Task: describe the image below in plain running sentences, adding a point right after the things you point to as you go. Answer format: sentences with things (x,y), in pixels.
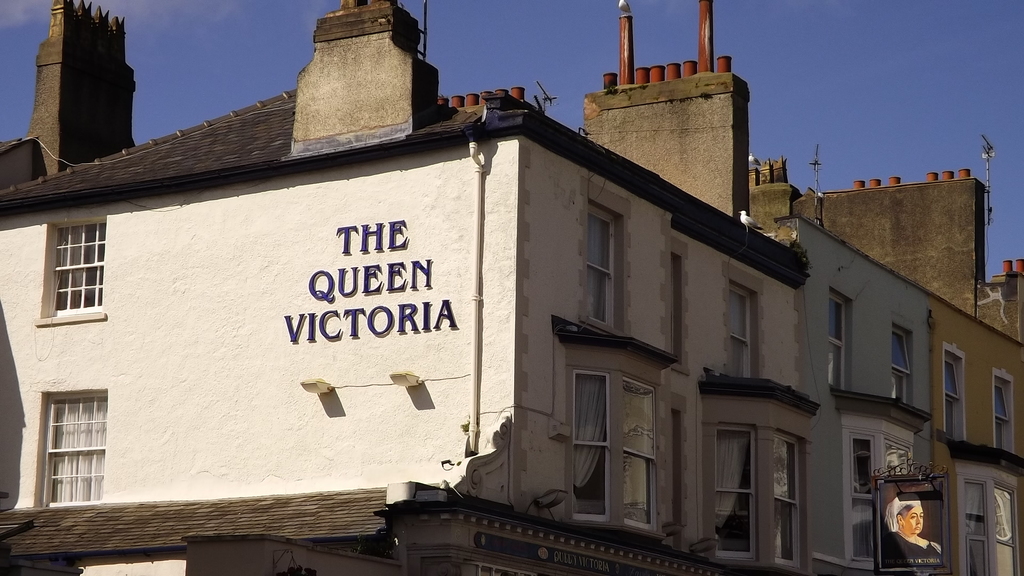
In this image, we can see a building (735,248). There is a board (898,508) in the bottom right of the image (911,545). There is a sky (480,36) at the top of the image (308,30).
